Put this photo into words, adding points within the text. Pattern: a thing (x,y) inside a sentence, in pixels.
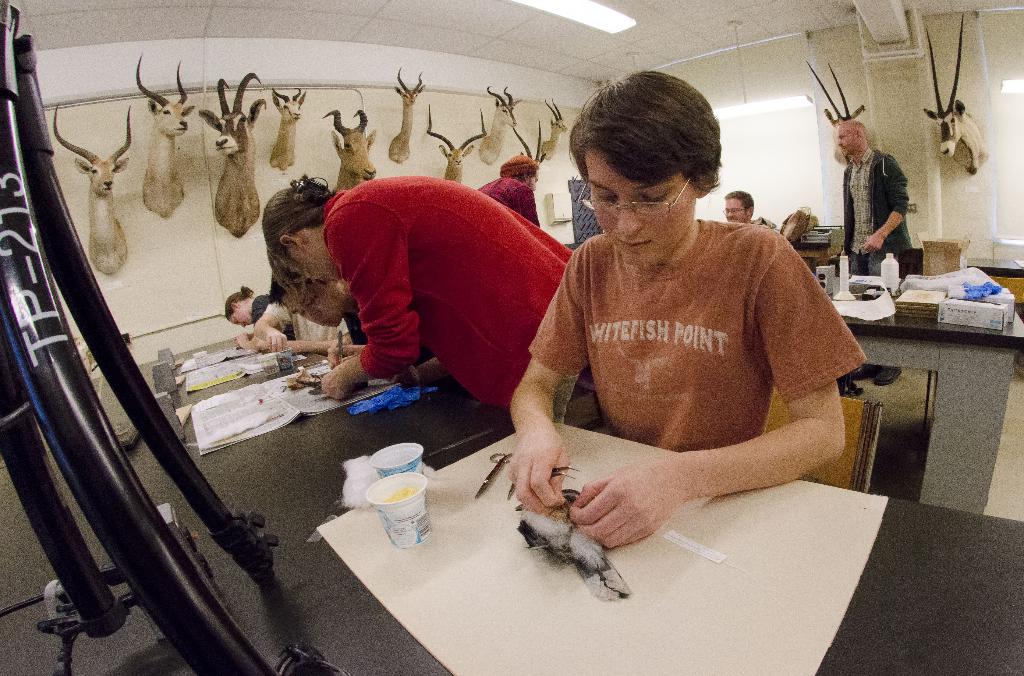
In this image there are persons (512,362) standing and sitting and there are objects (81,474) which are black in colour. In the background (170,255) on the wall (304,149) there are heads (119,162) of the animals (951,140) and there are persons (412,374) in the front (339,374) doing some work and on the table (327,476) there are glasses (398,482), papers (277,409). In the center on the table (876,326) there are objects (945,305) which are white in colour.
